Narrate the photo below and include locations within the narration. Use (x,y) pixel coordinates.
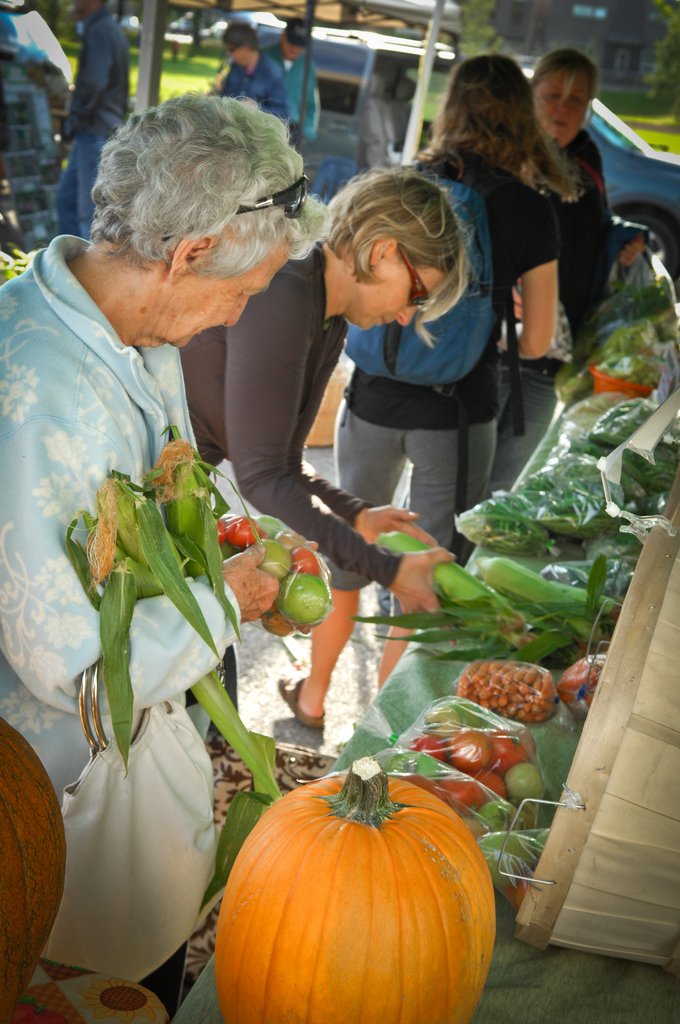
This picture shows a few vegetables (402,877) on the table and we see few people (149,187) standing and we see a woman (84,604) holding few vegetables (196,564) in the hands (234,557) and she wore a handbag (115,771) and we see another woman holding corn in the hands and we see a woman (484,157) wore backpack (446,326) on the back (499,278) and we see couple of them wore sunglasses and we see a car (327,82) parked.
